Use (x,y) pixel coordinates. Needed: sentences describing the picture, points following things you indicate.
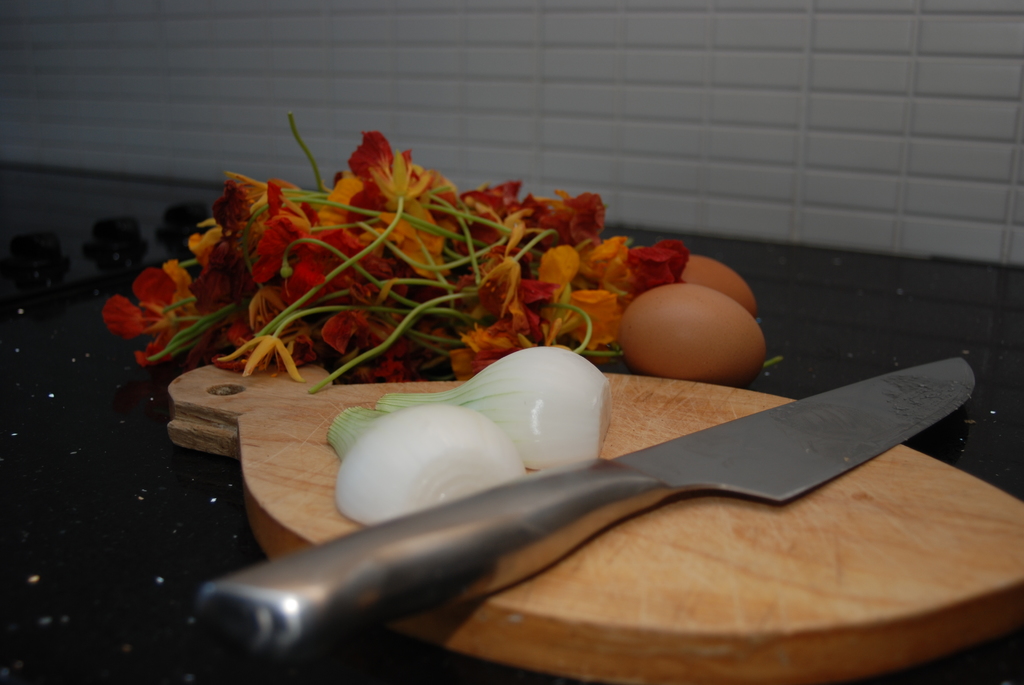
This picture seems to be clicked inside the room (348,39). In the foreground (382,590) we can see some items (470,433) are placed on the top of the cutting board (230,407) and we can see the tool (726,453) which seems to be the knife (785,475) is placed on the top of the cutting board (733,556) and we can see the eggs (686,294) and the flowers (407,269) are placed on the top of the kitchen platform (106,368). In the background (161,108) we can see the wall (343,53) and an object (98,245) which seems to be the stove (110,232).
